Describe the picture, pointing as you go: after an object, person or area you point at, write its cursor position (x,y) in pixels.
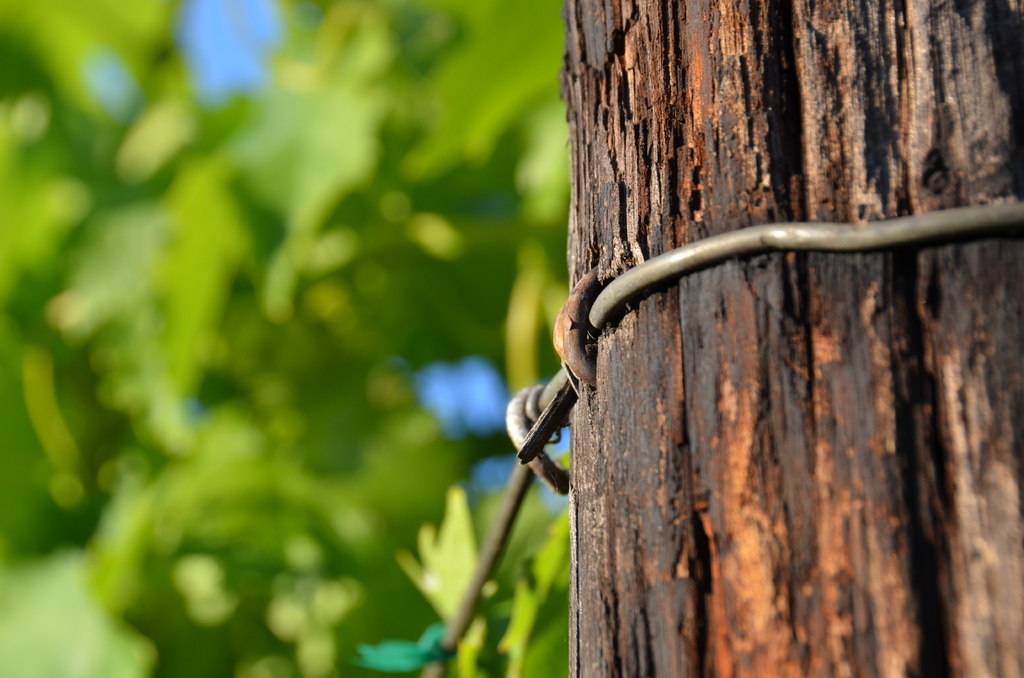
In this image in the right (741,291) there is a pole (753,192). There is metal wire (605,300) around it. In the background (243,222) there are trees (231,435).
